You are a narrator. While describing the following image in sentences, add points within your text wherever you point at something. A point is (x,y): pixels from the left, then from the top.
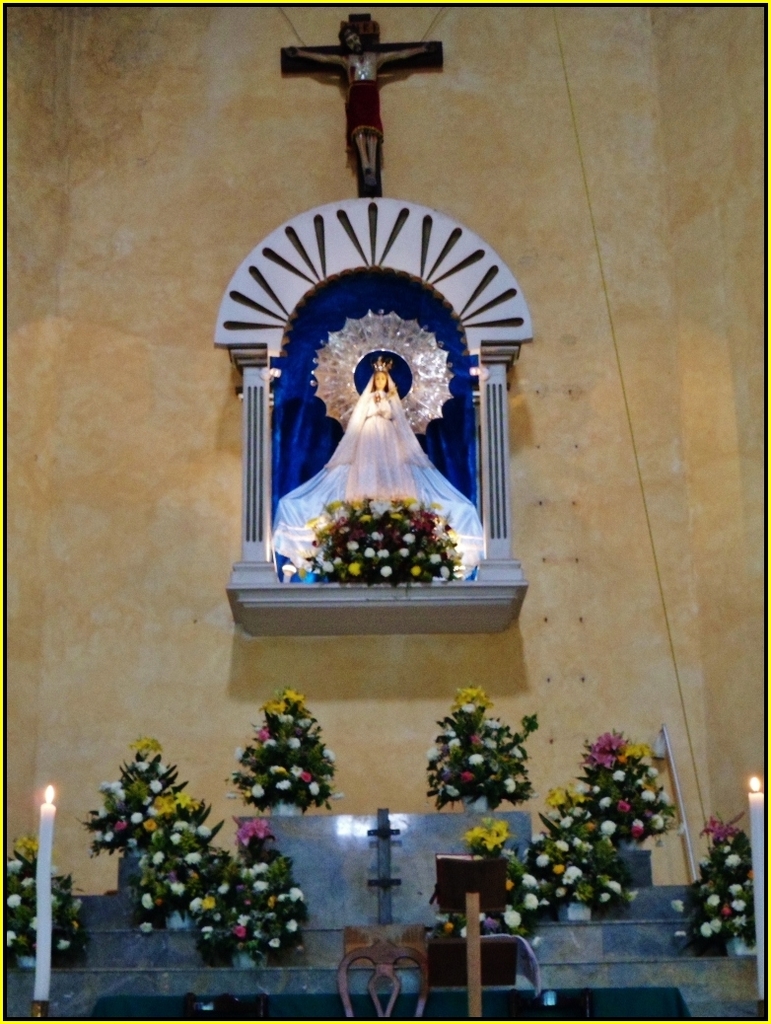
In this image we can see some sculptures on the wall (541,645) in front of it there are flower bouquets (303,906), candles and a few other objects (625,1003).
